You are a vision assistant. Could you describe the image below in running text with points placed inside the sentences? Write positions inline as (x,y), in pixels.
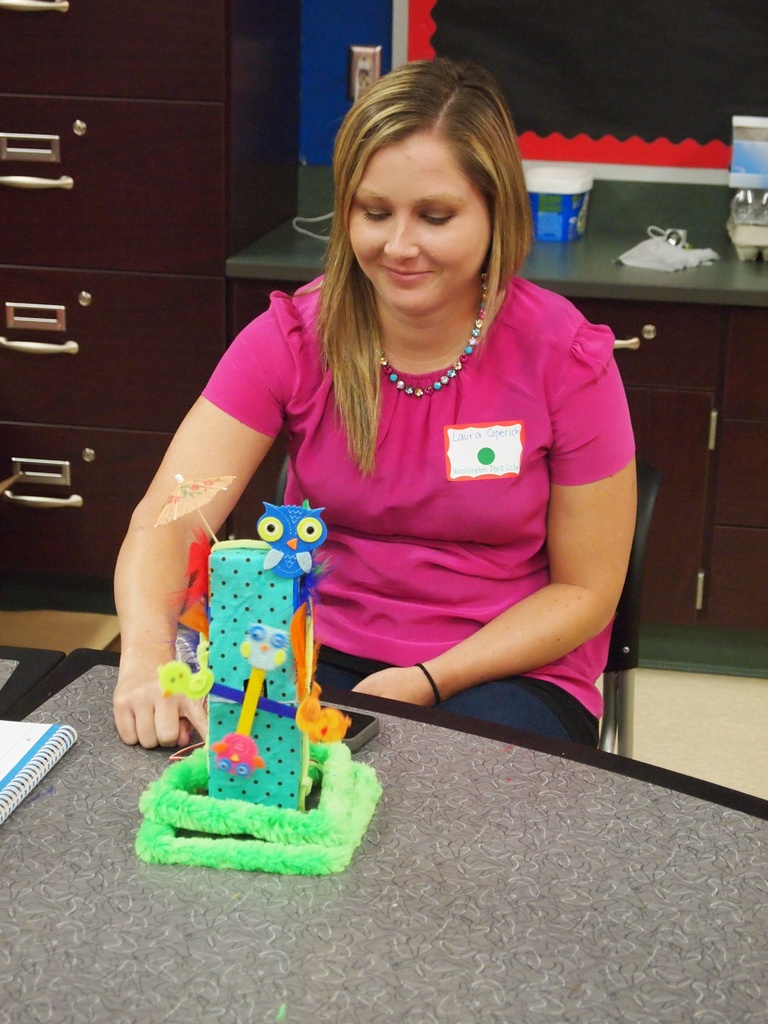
In this picture I can see a book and a toy (270,531) on the table (54,961), there is a woman (568,510) sitting on the chair (641,566), and in the background (759,183) there are some objects (591,177) on the cabinet (678,212) and there is a cupboard (741,347).
